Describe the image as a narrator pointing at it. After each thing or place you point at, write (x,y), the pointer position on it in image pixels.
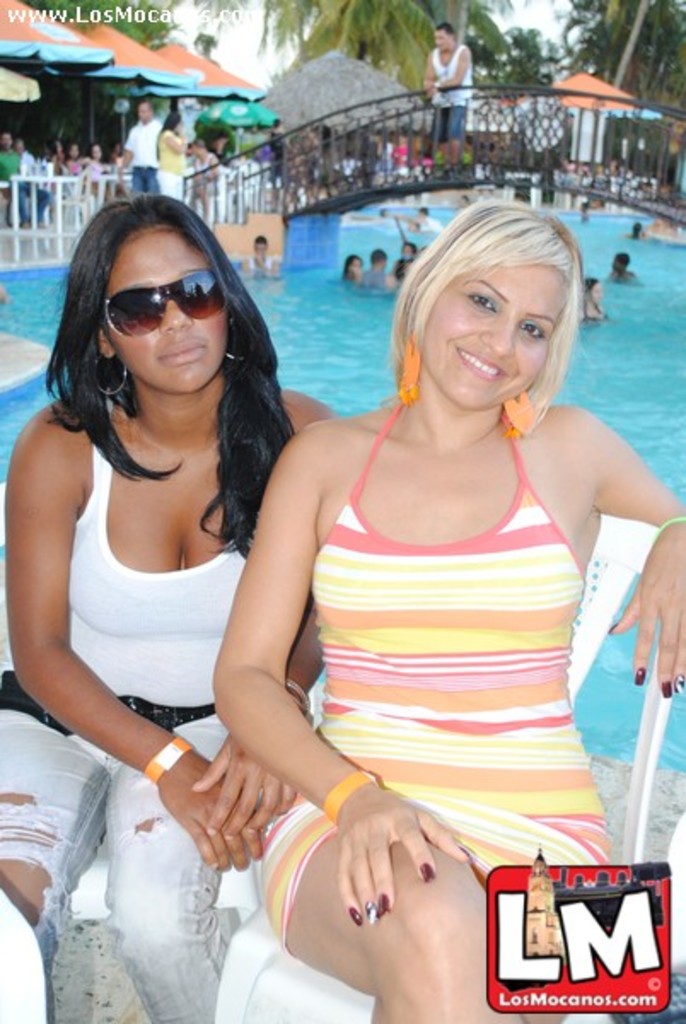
As we can see in the image there are few people (495,260), bridge (346,138), fence (357,138), umbrellas (89,76), trees (382,49) and sky (260,67). In the front (271,534) there are two women (212,711) sitting on chairs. The woman (191,840) on the left side (108,566) is wearing goggles (141,289) and white color dress (159,583). The woman (541,546) on the right side (530,619) is wearing yellow color dress (440,666).
